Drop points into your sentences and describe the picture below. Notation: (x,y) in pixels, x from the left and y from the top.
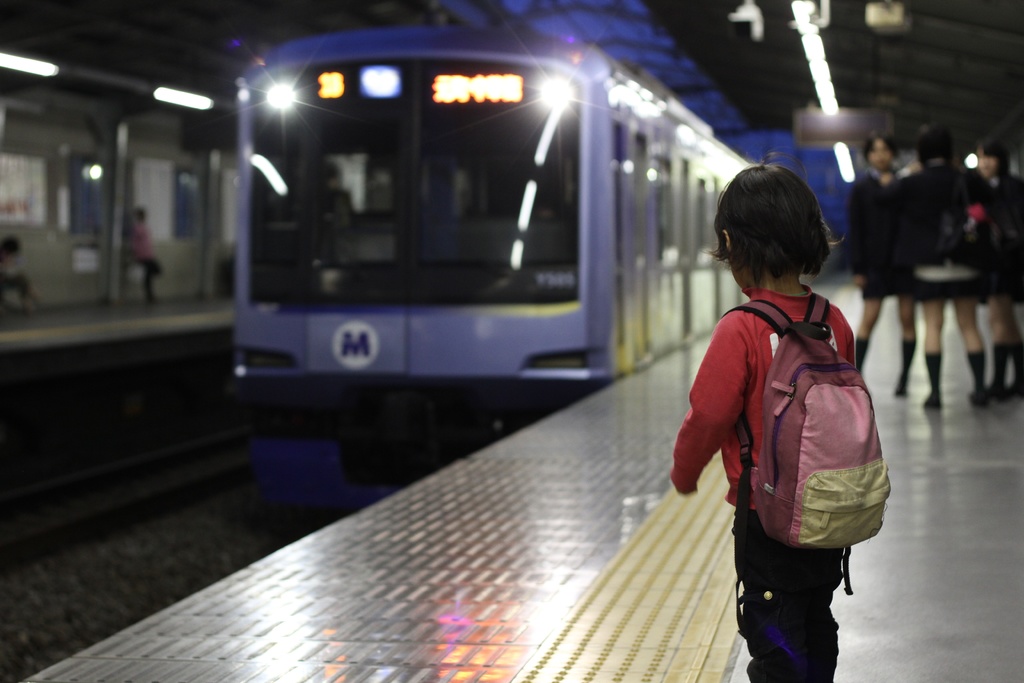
In this image I can see the train (262,468) on the track (184,496). The train (494,335) is in black and purple color. To the side of the train (469,395) I can see few people (733,483) are standing on the platform (496,484). These people (681,436) are wearing the different color dresses (694,429) and one person (754,341) is wearing the bag (829,483). I can also see the lights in the top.
